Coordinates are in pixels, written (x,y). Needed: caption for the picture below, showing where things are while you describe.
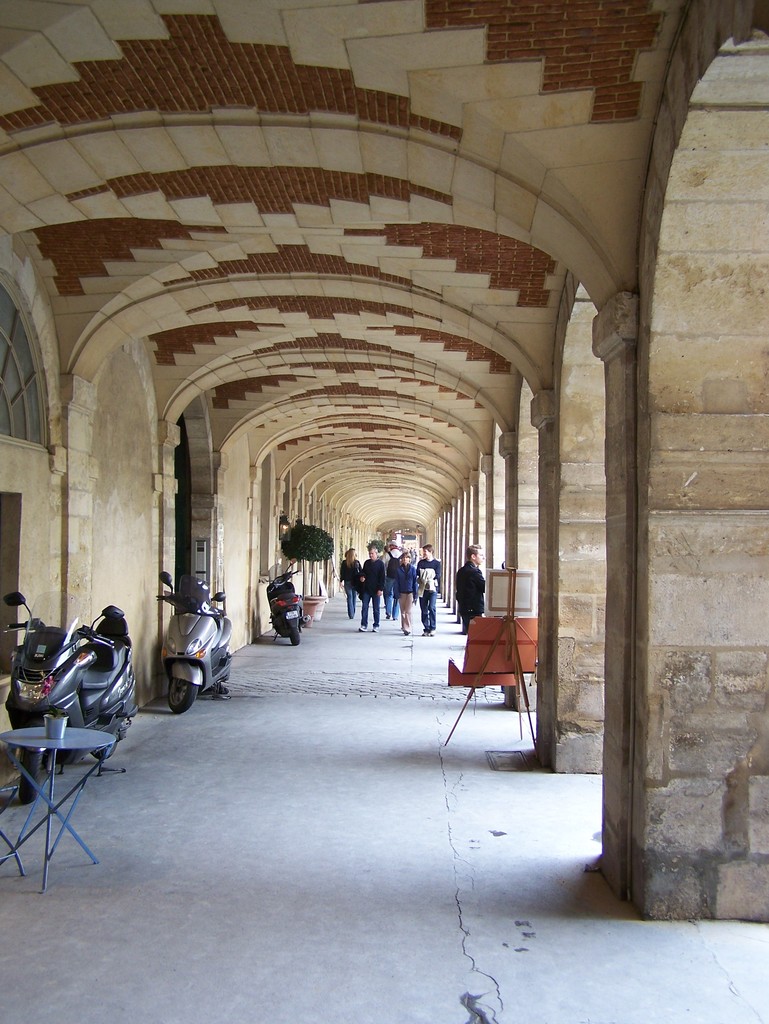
In this image, group of people (407,611) are walking, few are standing near the pillar (486,557). Here we can see some, board (491,672), few vehicles (292,626). On left side (85,736), there is a stool (54,744), few items (61,733) is placed on it. At the bottom (317,827), there is a floor (328,744), and plant (312,580) here. We can see roof (268,228).
